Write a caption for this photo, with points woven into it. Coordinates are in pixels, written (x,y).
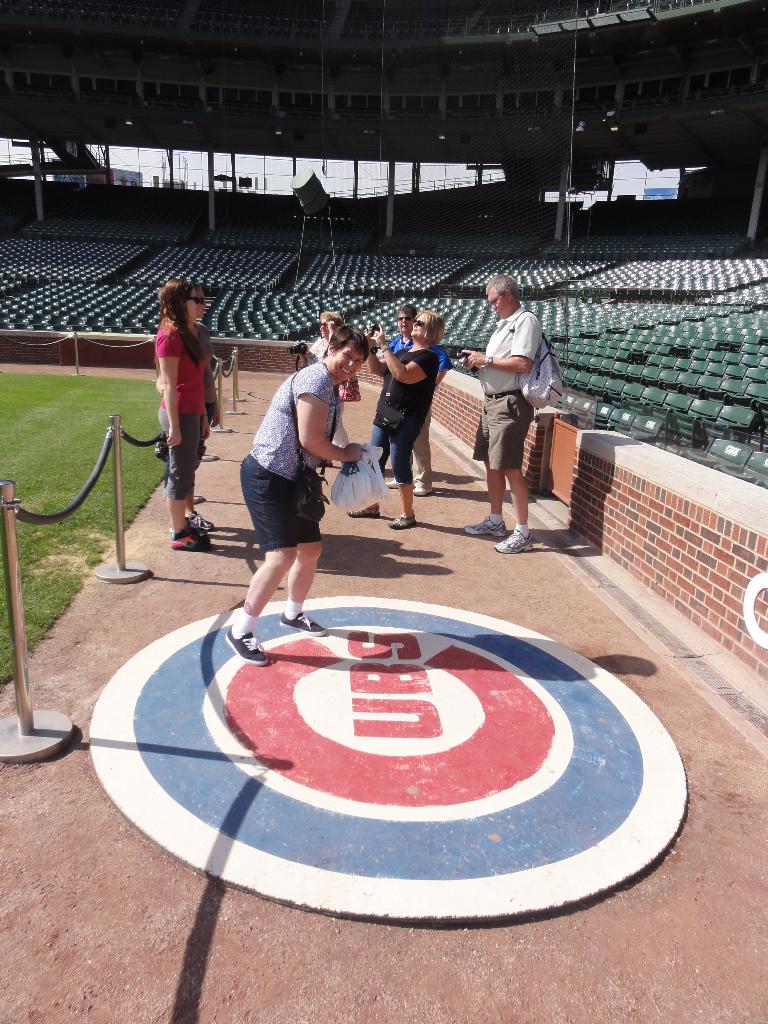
In this picture we can see some people (173,459) standing on the ground (492,555), grass (75,479), poles (117,420), walls (606,511), chairs (436,305) and in the background (612,215) we can see pillars (481,171), roof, building (117,180), some objects (304,177).
